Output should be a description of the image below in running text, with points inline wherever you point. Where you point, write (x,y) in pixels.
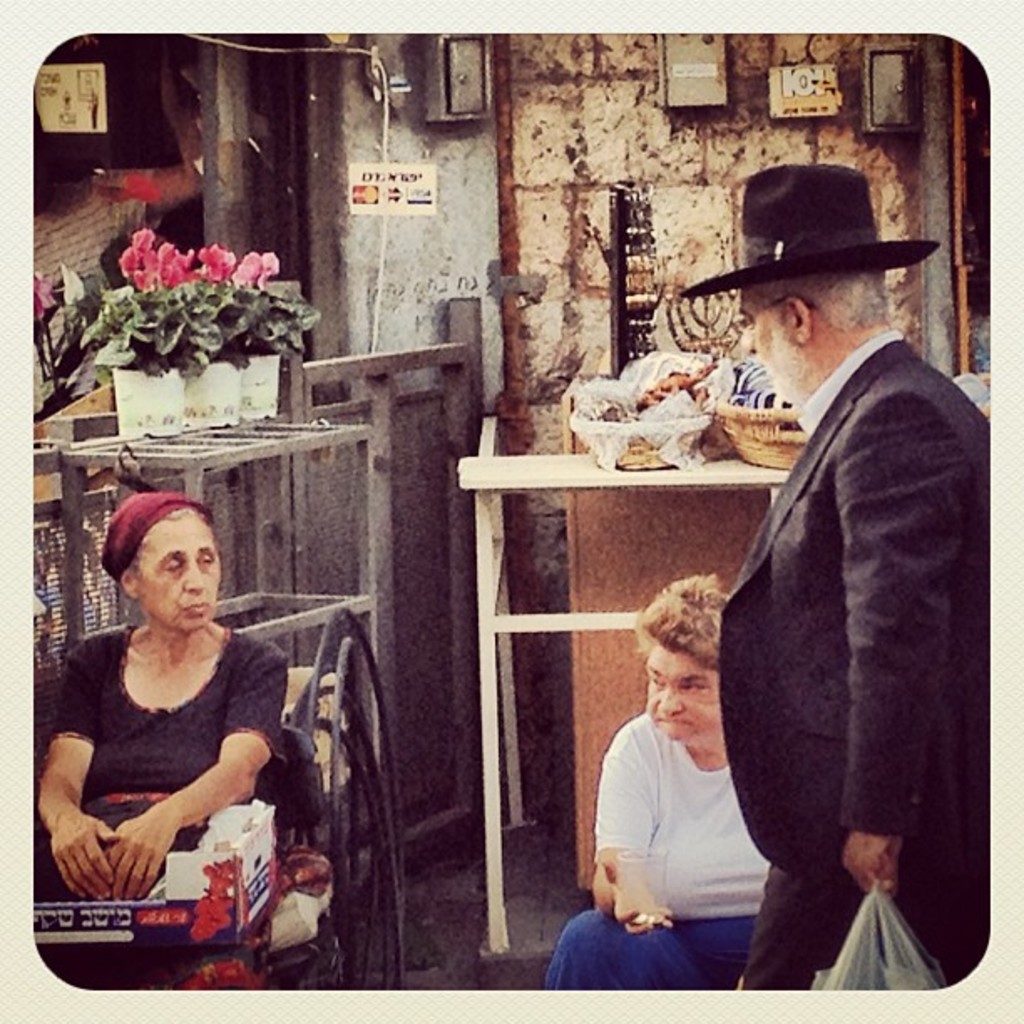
In this image I can see a woman (185,777) wearing black dress (171,752) is sitting, a person (690,854) wearing white and blue dress (657,851) is sitting and another person (731,680) wearing black hat (808,232), black blazer (837,670) and black pant (776,934) is standing and holding a plastic bag (898,930) in his hand (876,879). In the background (565,471) I can see a table (624,471), few baskets (669,461) on the table (719,464), few flower pots (252,398) with plants (200,334) and pink colored flowers (255,267) in them, the wall (539,187) and few boxes (719,45) attached to the wall (520,56).
